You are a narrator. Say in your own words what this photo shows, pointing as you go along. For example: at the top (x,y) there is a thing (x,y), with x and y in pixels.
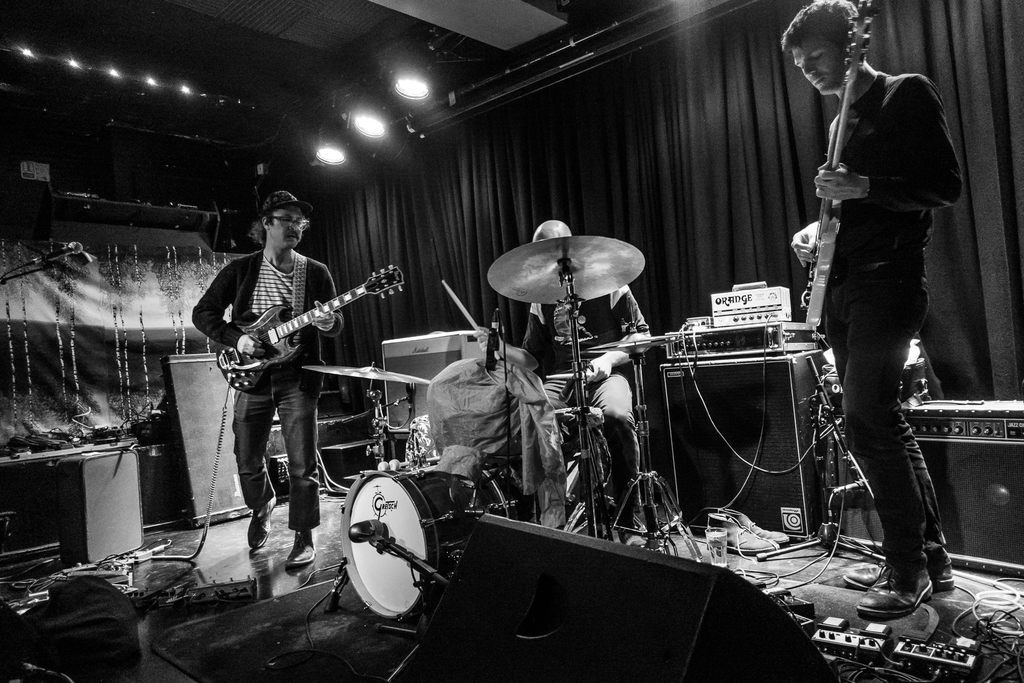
This image is clicked in a concert, there are three persons (845,323) in this image. In the middle (589,381), the man (571,371) is playing drums (491,413). To the left (294,378) and right, the two men (311,302) are playing guitars (278,331). In the front (566,637), there is a speaker (469,622). In the background (521,204), there is a curtain (659,187) and stand (457,103) along with lights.
